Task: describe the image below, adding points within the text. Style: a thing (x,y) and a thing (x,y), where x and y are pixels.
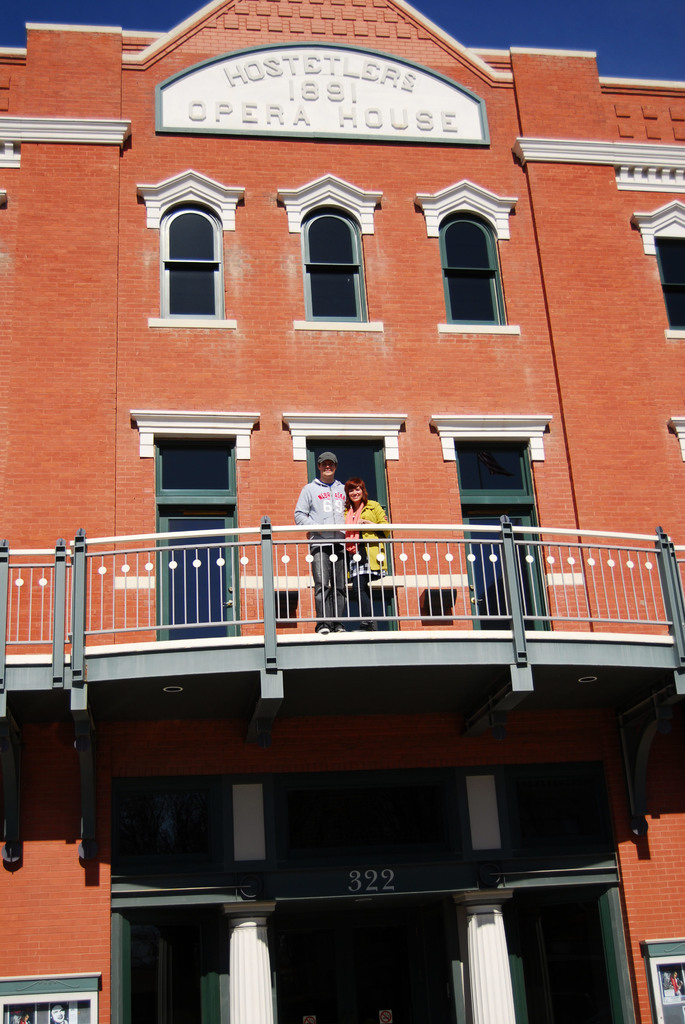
In this image there is a building (326,447) and there is a couple (316,494) standing in the balcony (62,599) of that building (404,552). In the background (614,63) there is the sky (614,63).
